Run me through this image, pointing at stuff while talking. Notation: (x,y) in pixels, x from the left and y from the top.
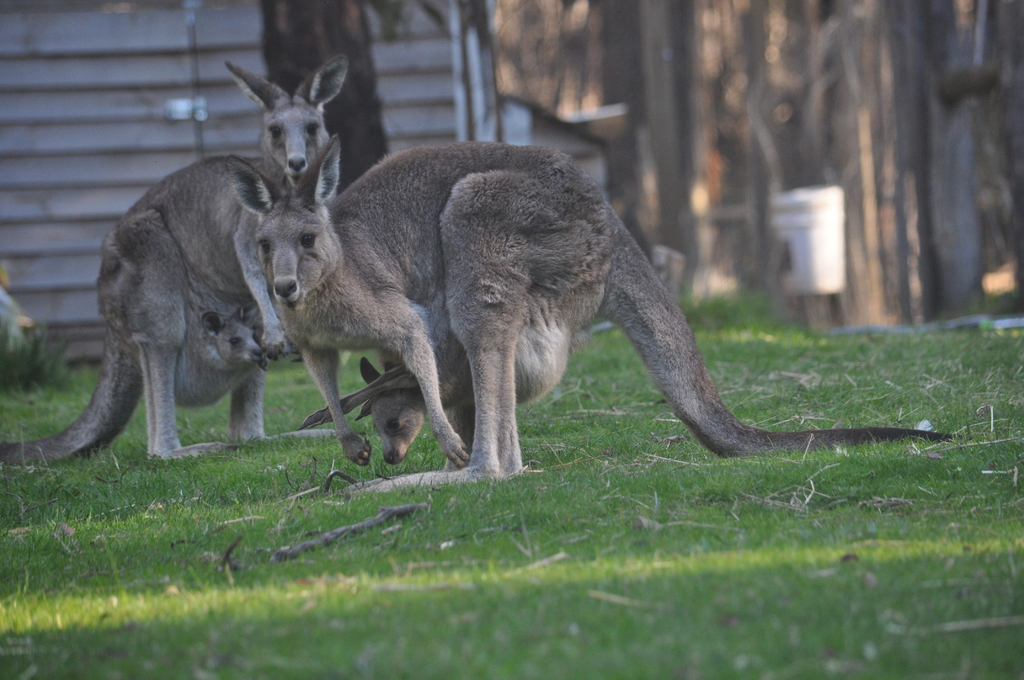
In the image there are two kangaroos (319,325) standing on the grass (186,485) and there are babies (394,388) in their pocket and the background (202,42) is blurry.
